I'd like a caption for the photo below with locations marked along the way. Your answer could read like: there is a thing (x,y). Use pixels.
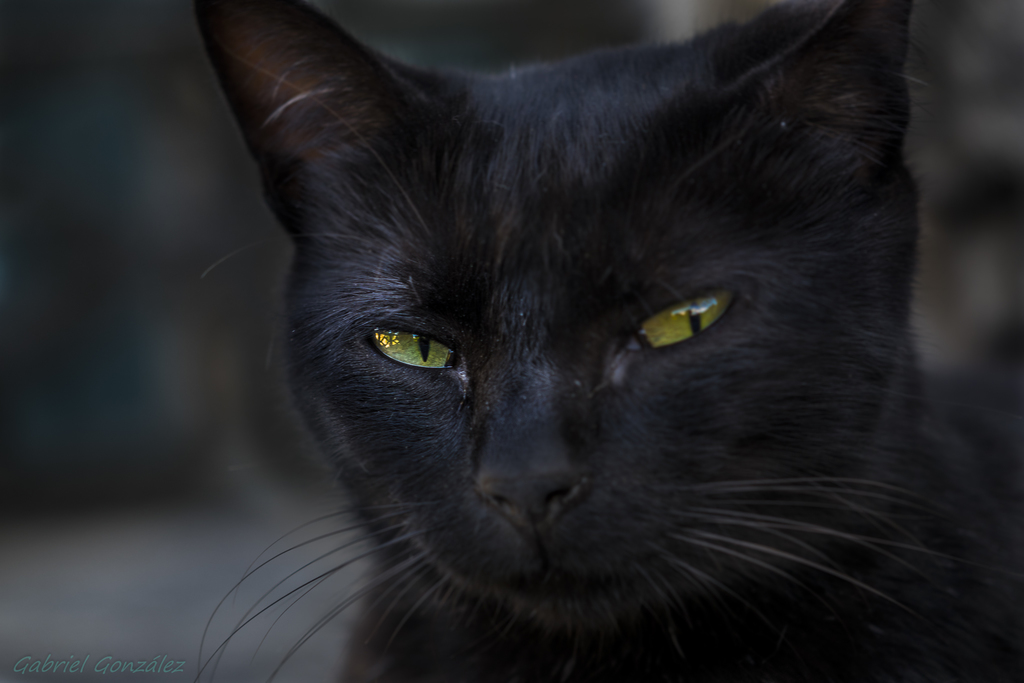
In this image, I can see a black cat (840,354). The background (164,130) looks blue. At the bottom left corner of the image (138,674), I can see the watermark (96,669).
